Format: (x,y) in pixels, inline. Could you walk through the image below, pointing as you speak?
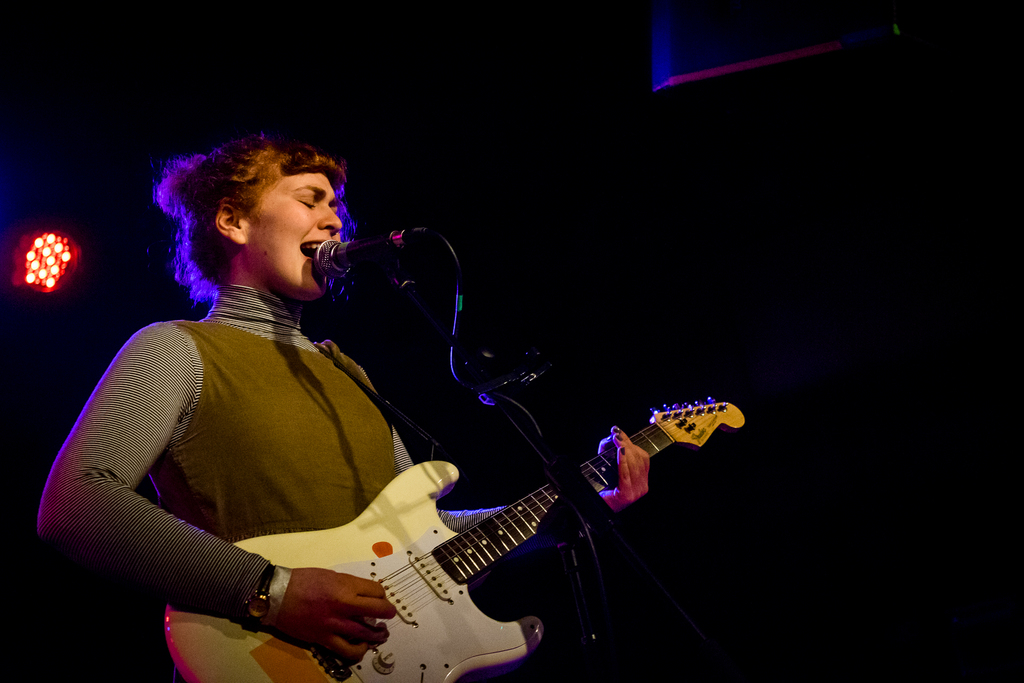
Girl (304,420) playing guitar (410,609), this is microphone (388,243) and in the back (55,263) there is light (67,265).
